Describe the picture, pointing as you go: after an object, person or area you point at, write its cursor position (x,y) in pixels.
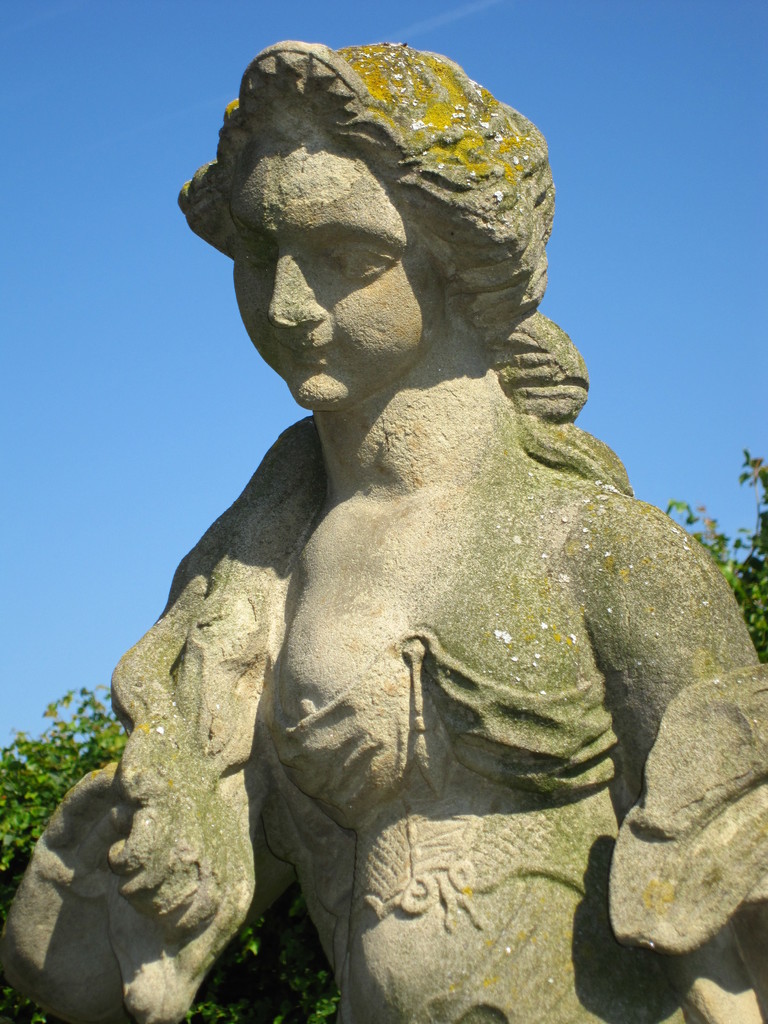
In this image, I can see the sculpture (388,944) of a person (260,735). In the background (69,743), there are trees (69,743) and the sky (158,142).
